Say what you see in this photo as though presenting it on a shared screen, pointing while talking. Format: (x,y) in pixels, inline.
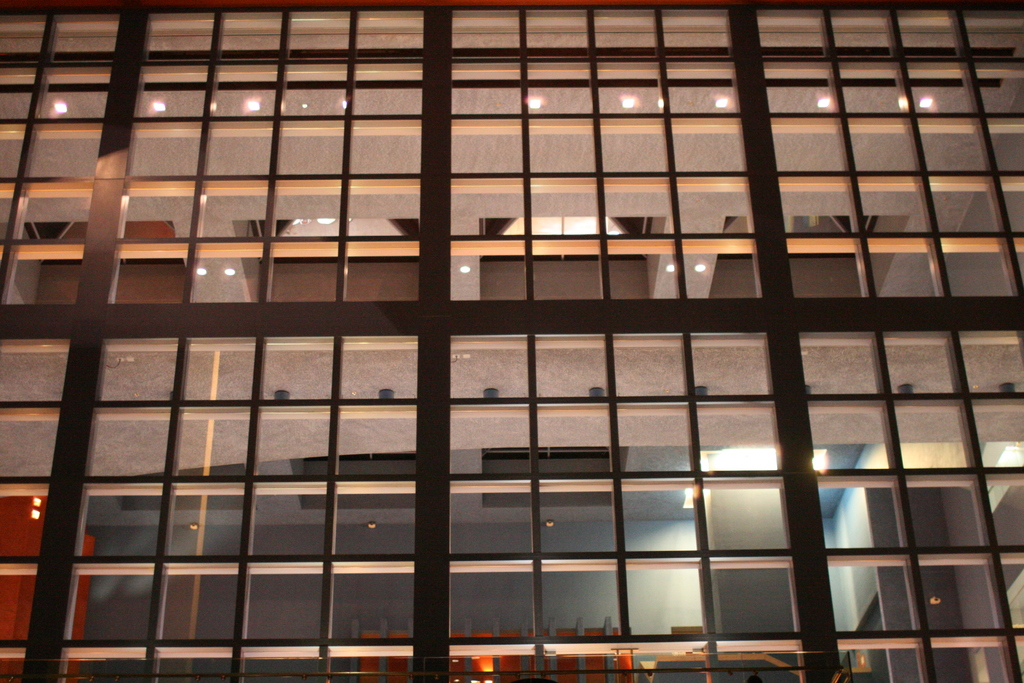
In the image there is a building (413,354) with glass walls (707,199) and poles (438,682). Behind the glasses (353,255) there are lights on the pillars (157,208).
